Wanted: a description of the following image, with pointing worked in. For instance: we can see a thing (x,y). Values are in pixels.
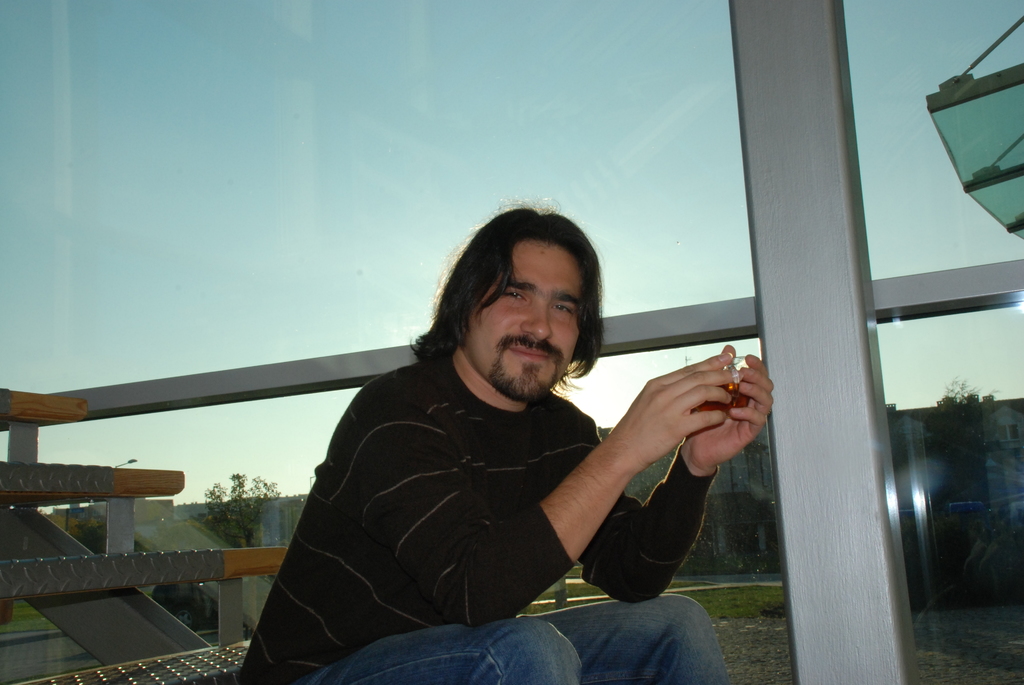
In this image we can see a man (472,419) sitting on the stairs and smiling. In the background (683,165) there is a glass (771,499) and we can see trees (725,491), buildings (711,504) and sky (448,147) through the glass (666,180).
